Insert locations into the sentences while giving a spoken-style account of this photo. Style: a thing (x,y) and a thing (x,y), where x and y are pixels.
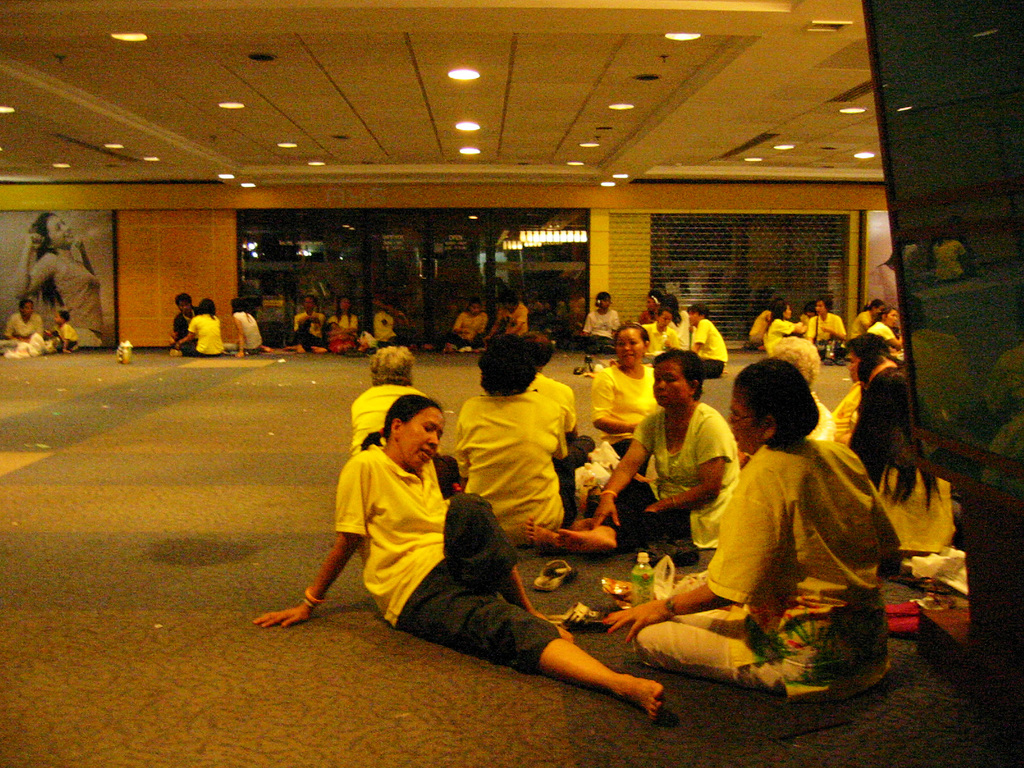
Here in this picture we can see number of groups of women (25,331) sitting on the floor (383,682) and on the roof (84,106) we can see lights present and we can see some posters (97,273) on the wall (19,209) and in the middle (488,286) we can see glass door (440,287) present and on that we can see reflection (502,239) of chandeliers (566,233) and lights (581,239) present.
